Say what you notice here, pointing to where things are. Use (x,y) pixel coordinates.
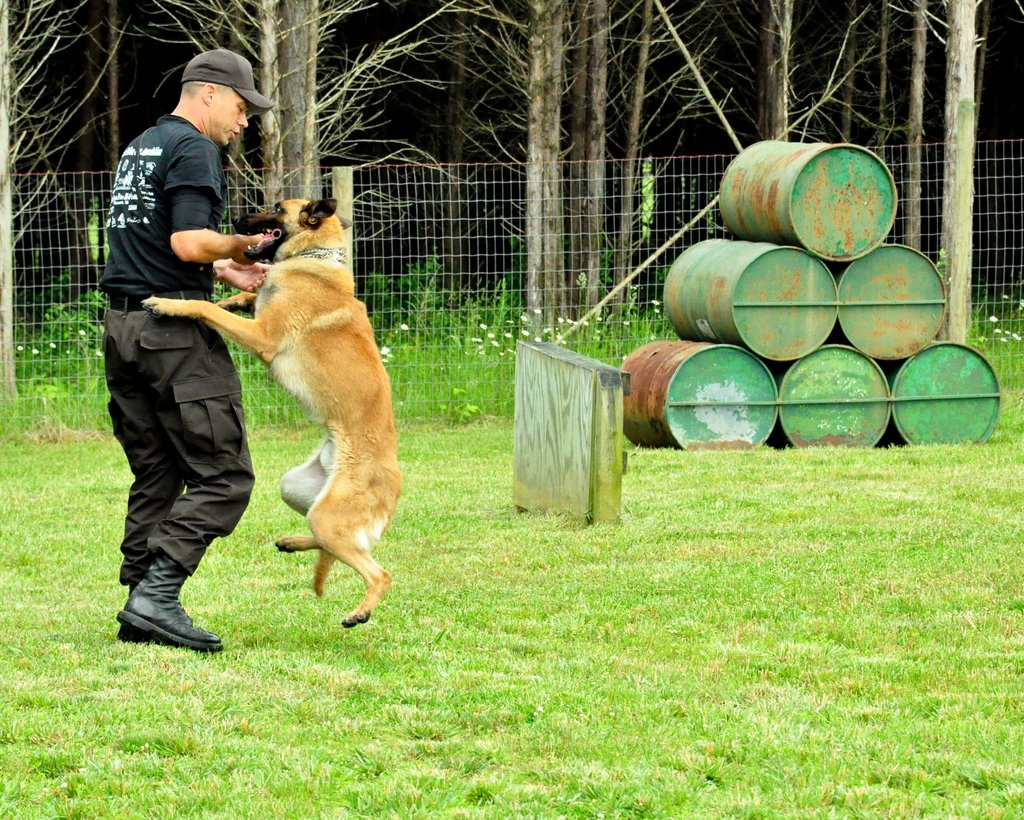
In this image there is a men (161,391) and a dog (322,467) standing on a ground (496,492), in the background (763,356) there are drums (841,237), fencing (635,342) and trees (567,134).
